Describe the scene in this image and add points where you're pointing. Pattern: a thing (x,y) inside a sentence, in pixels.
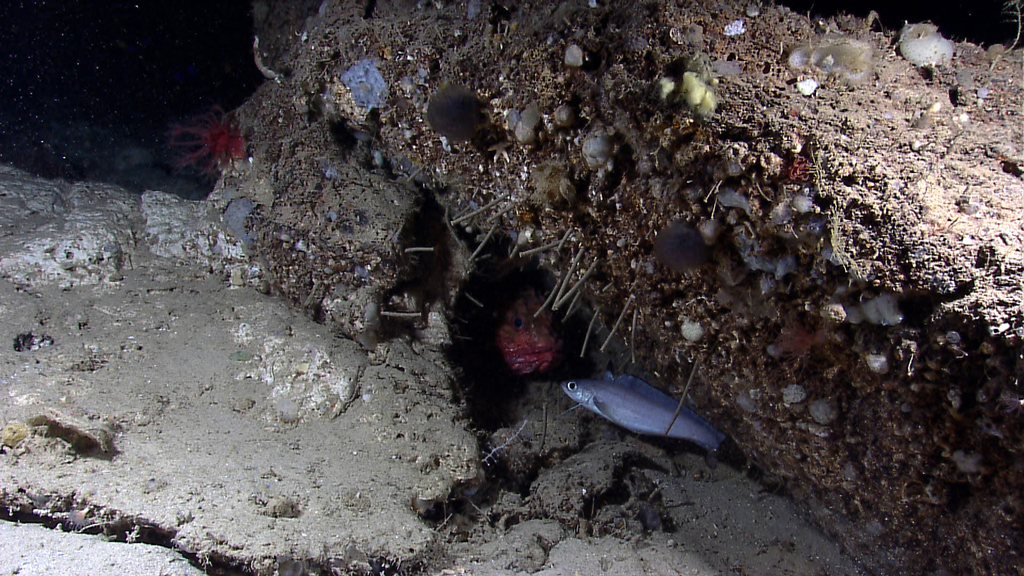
In this image we can see fish (533,354) in the water (139,178) and there is soil (589,529).
